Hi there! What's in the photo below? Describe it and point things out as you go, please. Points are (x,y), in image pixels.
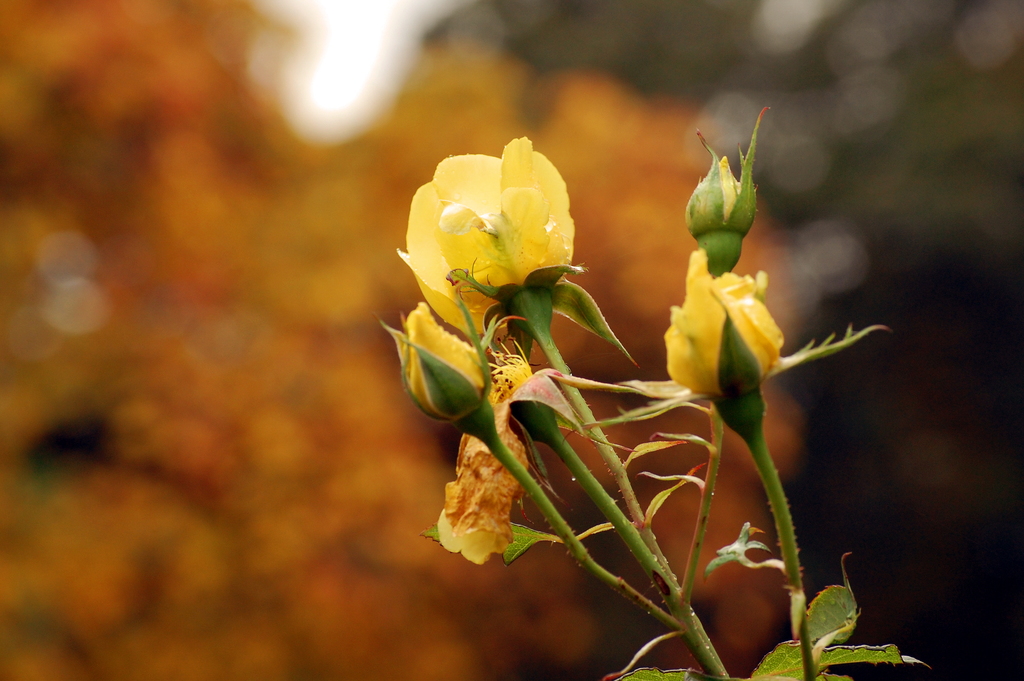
In the center of the image (459,245) we can see a rose flower (522,262) which is in yellow color and there are buds (720,314). At the bottom (832,658) there are leaves (769,670).
